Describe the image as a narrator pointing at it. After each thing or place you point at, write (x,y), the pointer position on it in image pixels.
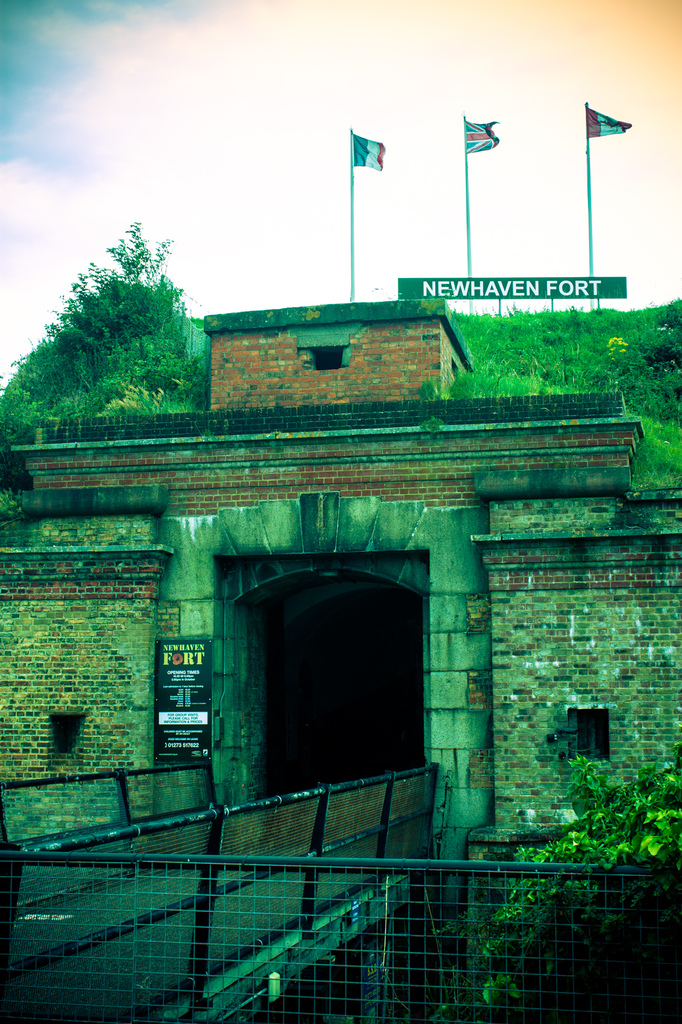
In this image, we can see a fort (212,454) and there are trees (108,355), flags (372,142), boards (516,292) and there is a bridge (219,875) and we can see a mesh (441,950). At the top (217,119), there is sky (194,107).
